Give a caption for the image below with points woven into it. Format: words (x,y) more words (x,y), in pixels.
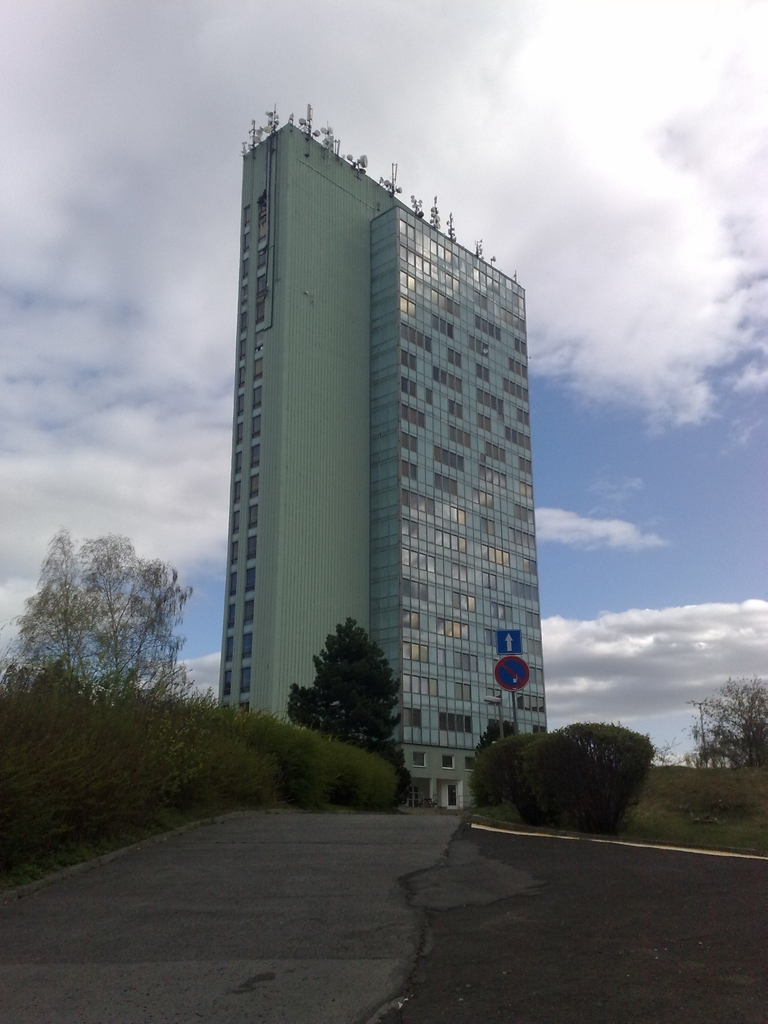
In this picture I can see there is a building (379,489) and it has glass windows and there are few plants (638,746), trees (755,753) and the sky (189,462) is cloudy.
